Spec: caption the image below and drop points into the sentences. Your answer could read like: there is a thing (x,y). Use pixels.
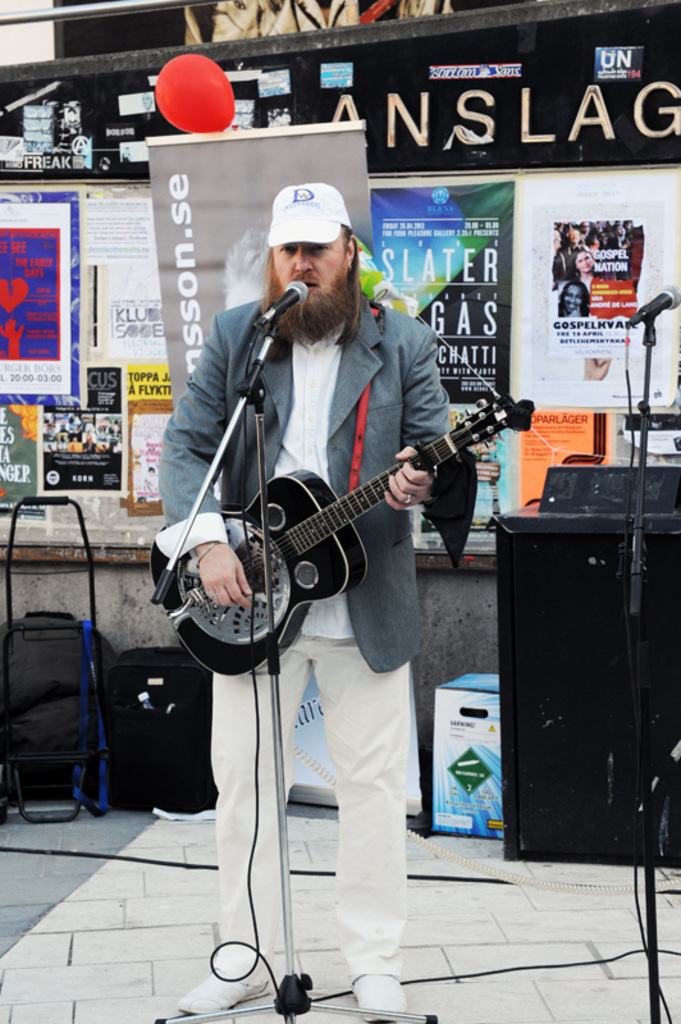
In this image i can see a person (338,211) standing and holding a guitar (437,448), i can see a microphone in front of him. In the background (204,310) i can see a balloon (203,78), a banner (201,284) and few posters (478,333).
